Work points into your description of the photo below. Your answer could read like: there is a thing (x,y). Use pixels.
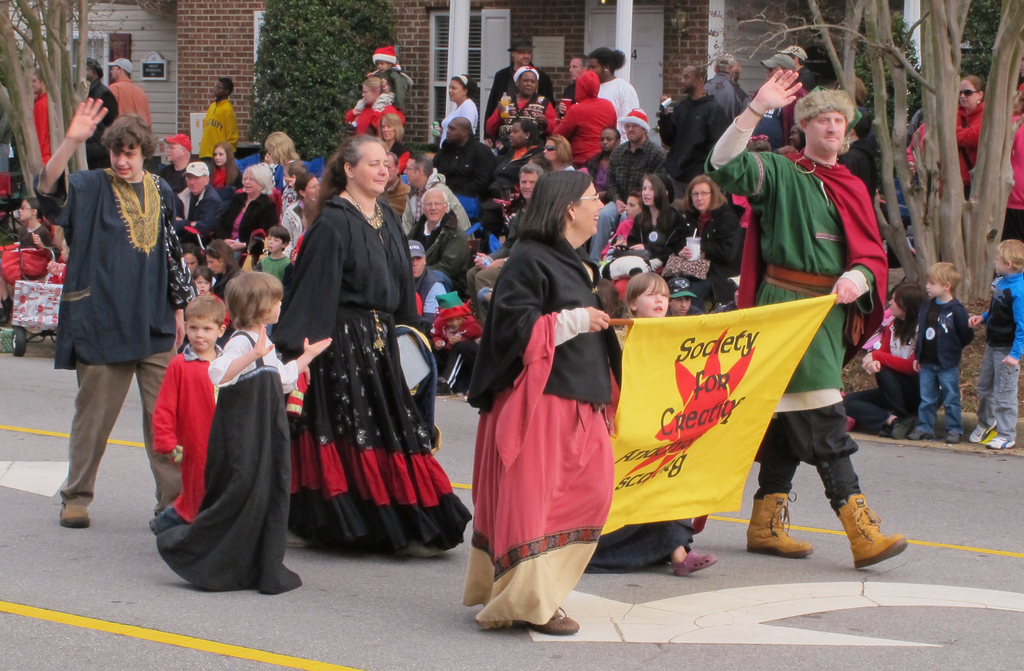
In this image I can see a person (790,249) wearing green and red dress (820,230) and a woman (571,303) wearing black and pink dress (554,308) are standing and holding a yellow colored banner (715,334) in their hands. I can see few other persons (263,373) standing behind them. In the background (278,275) I can see few persons (458,231) sitting and few persons (617,111) standing, few trees (24,81), few buildings (239,7) and few windows (474,53).
